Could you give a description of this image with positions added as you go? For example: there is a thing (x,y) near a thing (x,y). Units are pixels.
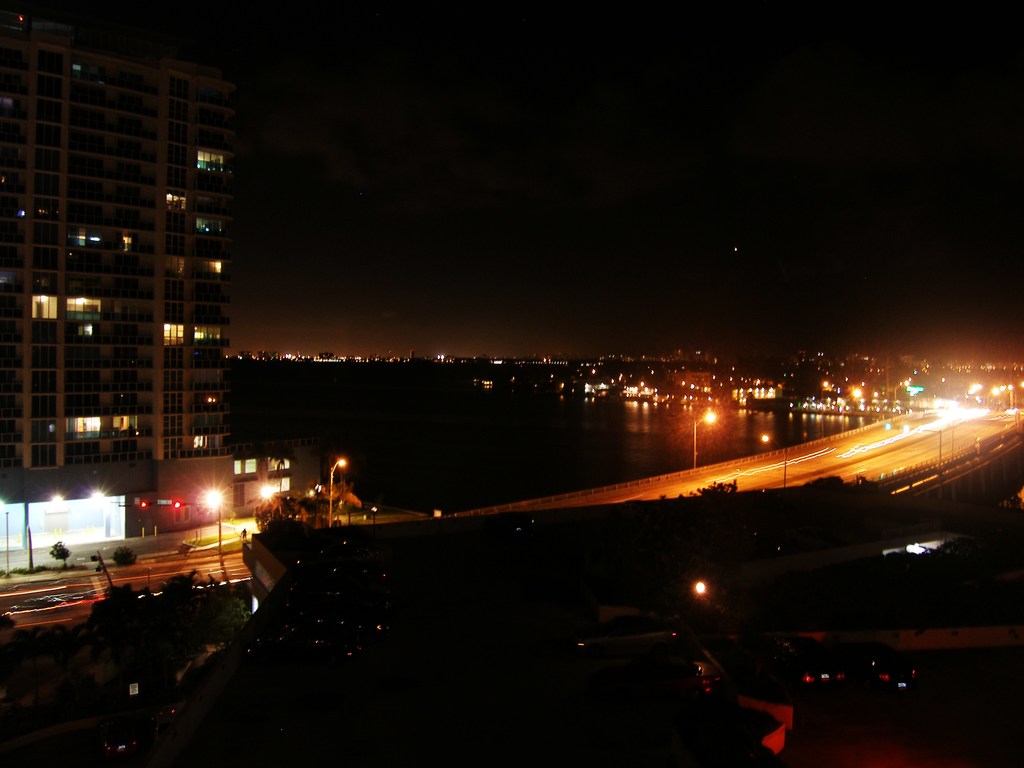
In this image we can see buildings (169,196), street lights (711,423), street poles (102,556), road (827,475), water (575,444), trees (151,603), bushes (143,589) and motor vehicles (696,671).
